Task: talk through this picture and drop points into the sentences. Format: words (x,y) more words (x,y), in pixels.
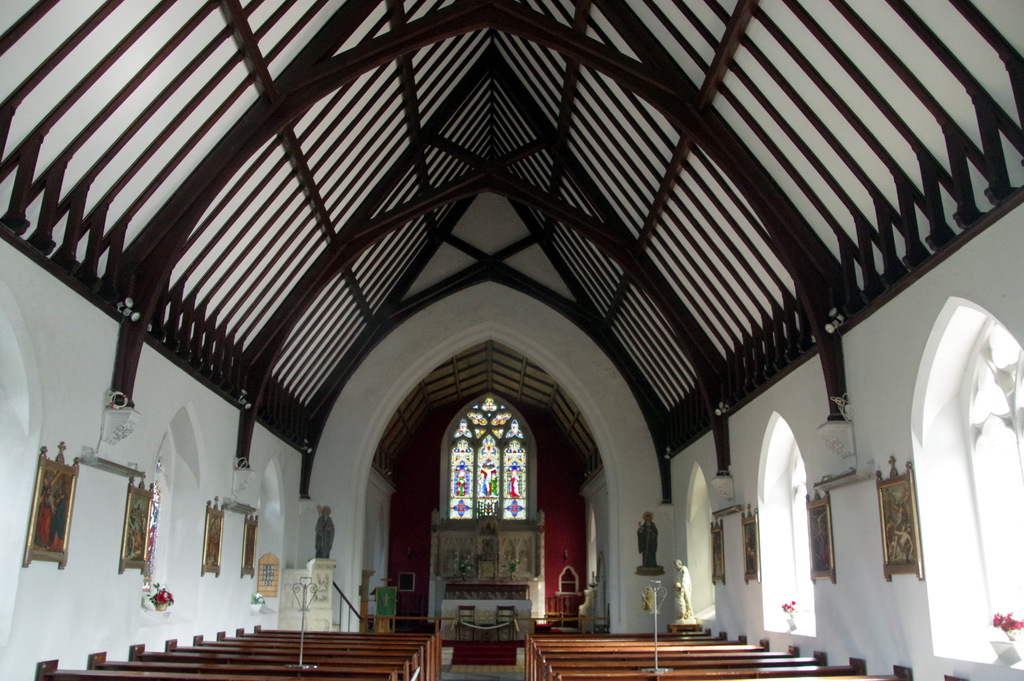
In this picture I can see inside of the building (321,206), there are some frames (43,532) to the wall (113,556) and wooden pillars (197,343) to the roof (193,269).
